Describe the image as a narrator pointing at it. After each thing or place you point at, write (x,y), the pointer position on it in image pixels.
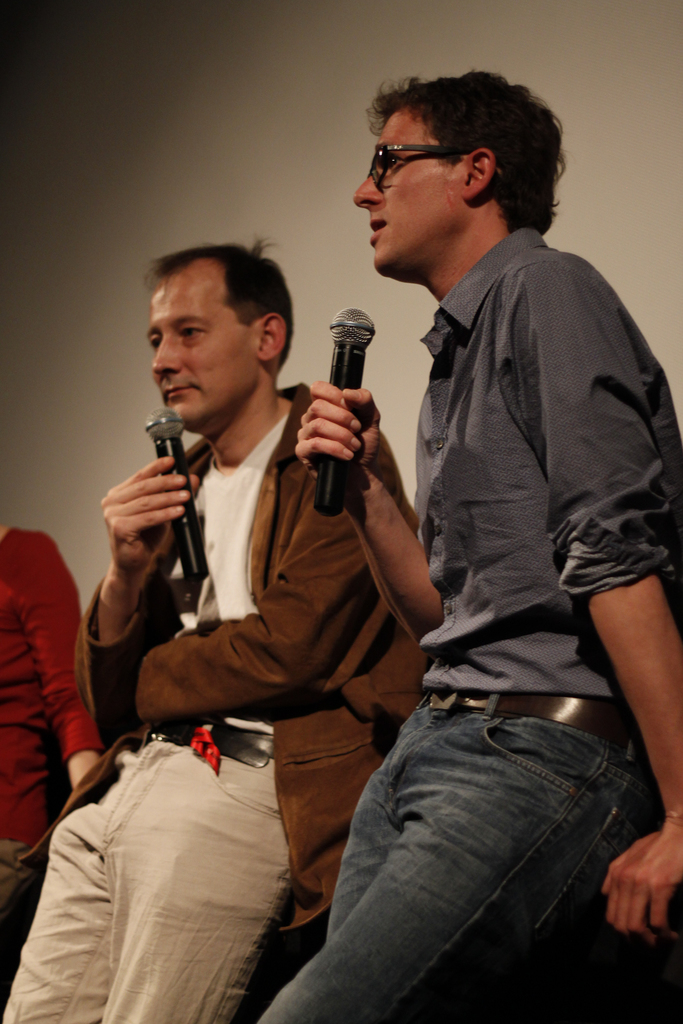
In this image there are two persons (215,338) who are standing and they are holding mike's (352,353). On the right side (456,586) the person (444,488) who is standing it seems that he is talking on the background (98,168) there is a wall (143,87).
